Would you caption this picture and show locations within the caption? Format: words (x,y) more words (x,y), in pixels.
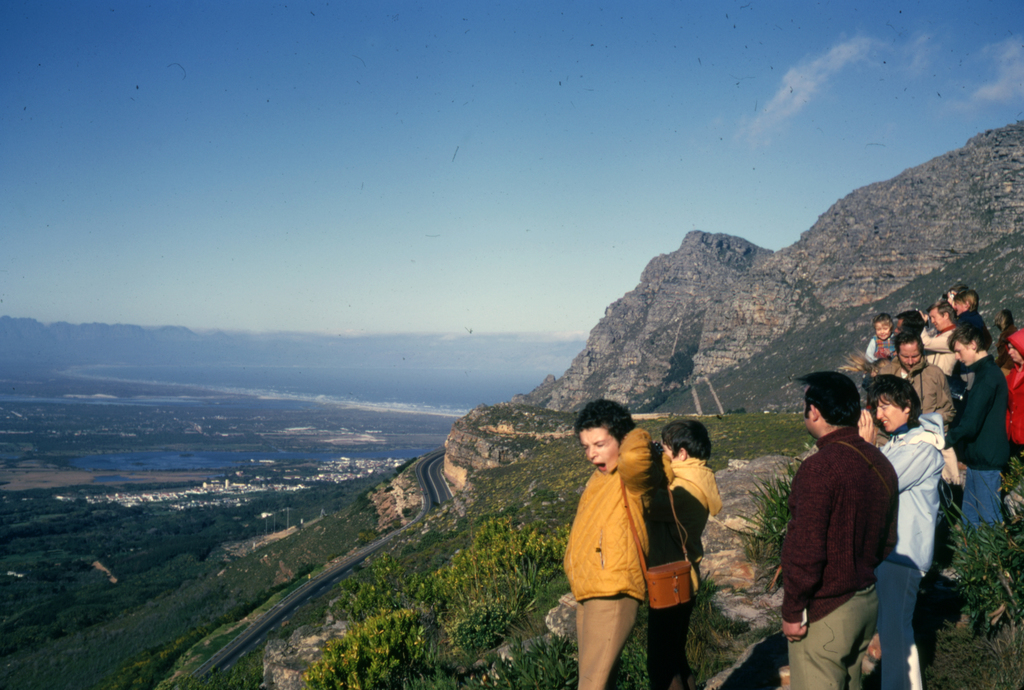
In this picture there is a beautiful view of the hill (345,549). On the top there is a group of a man and woman (901,527) standing on the hill (761,568). Behind there is a big mountains (946,170) with full of rocks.
